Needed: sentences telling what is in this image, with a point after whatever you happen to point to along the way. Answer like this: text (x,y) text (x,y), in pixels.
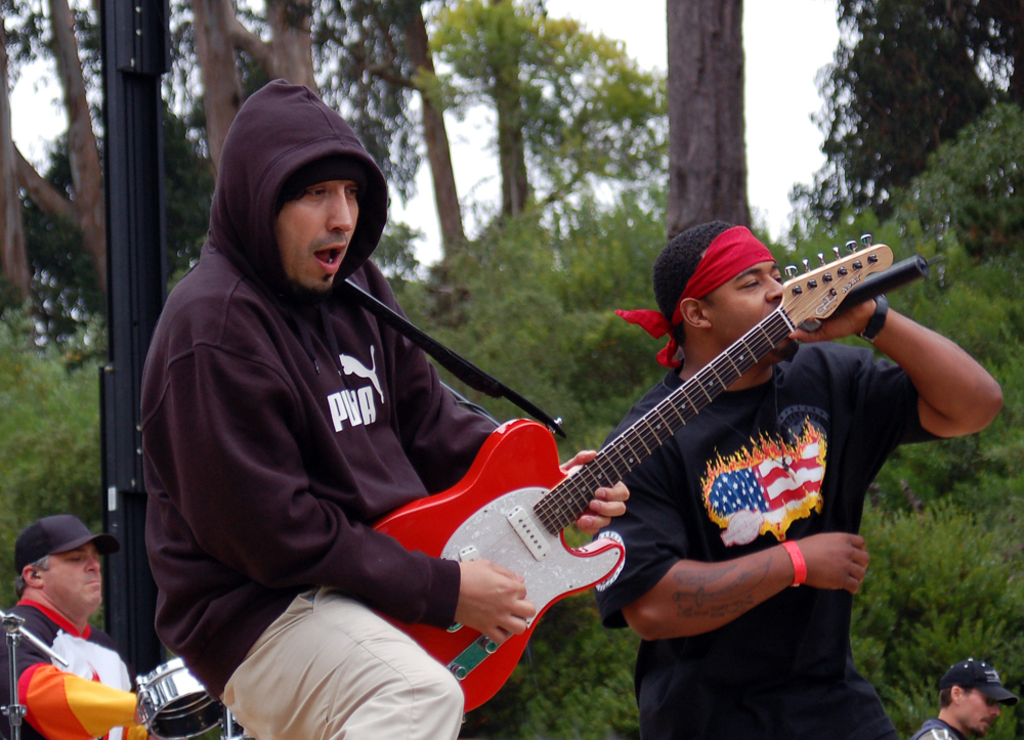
The picture is taken in the middle of a forest (572,441). In the middle (494,445) one man (274,407) wearing maroon sweatshirt (251,390) is playing guitar (620,457). In the right (803,472) one man (802,458) wearing black t-shirt (806,467) is singing. He is holding a mic (907,280). In the left (41,656) one man (86,672) is playing drums (185,689). In the right bottom corner (954,691) we can see another person (973,693). In the background (890,229) there are trees (13,443). The sky (616,23) is clear.
